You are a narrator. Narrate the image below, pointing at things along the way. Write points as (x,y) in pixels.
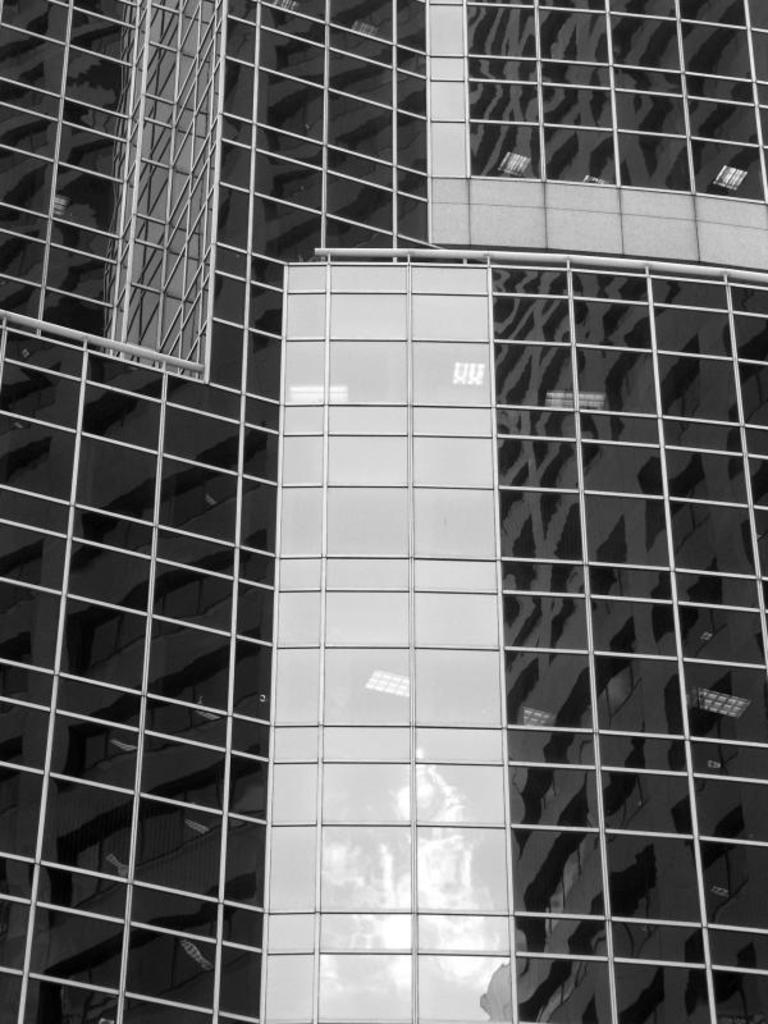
In this picture it looks like a glass building (358,532), this image is in black and white color.
